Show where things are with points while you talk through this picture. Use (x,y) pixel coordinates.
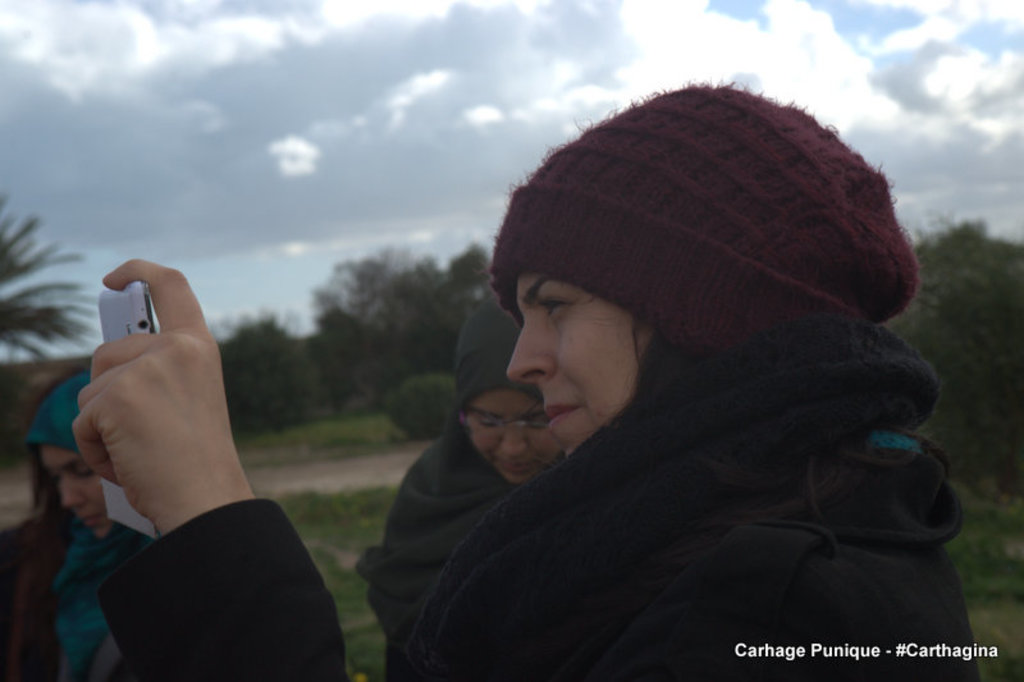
As we can see in the image, there are three persons (524,508). The person (609,473) standing on the front (671,391) is wearing hat (684,330) and looking at camera. In the background (383,355) there are few trees (391,327) and on the top (355,119) there is sky (355,119).
